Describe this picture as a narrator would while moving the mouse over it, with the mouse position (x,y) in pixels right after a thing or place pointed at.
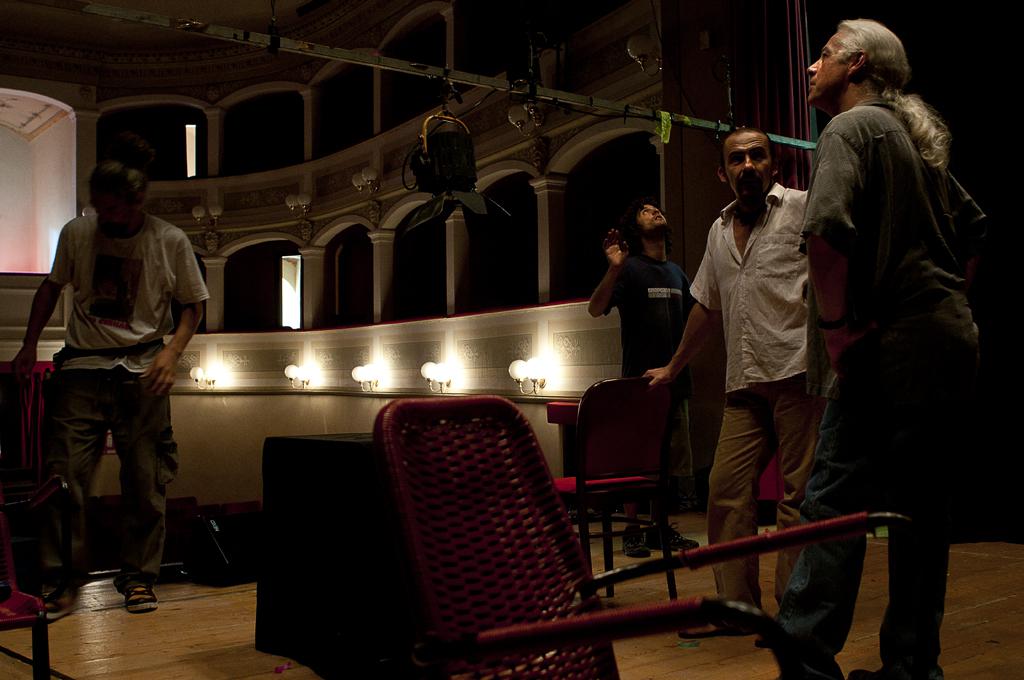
In this image I can see four persons (628,535) standing. There are chairs (398,430), lights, pillars (317,288) and there is a stage light (417,211). Also there are some objects (352,484).
